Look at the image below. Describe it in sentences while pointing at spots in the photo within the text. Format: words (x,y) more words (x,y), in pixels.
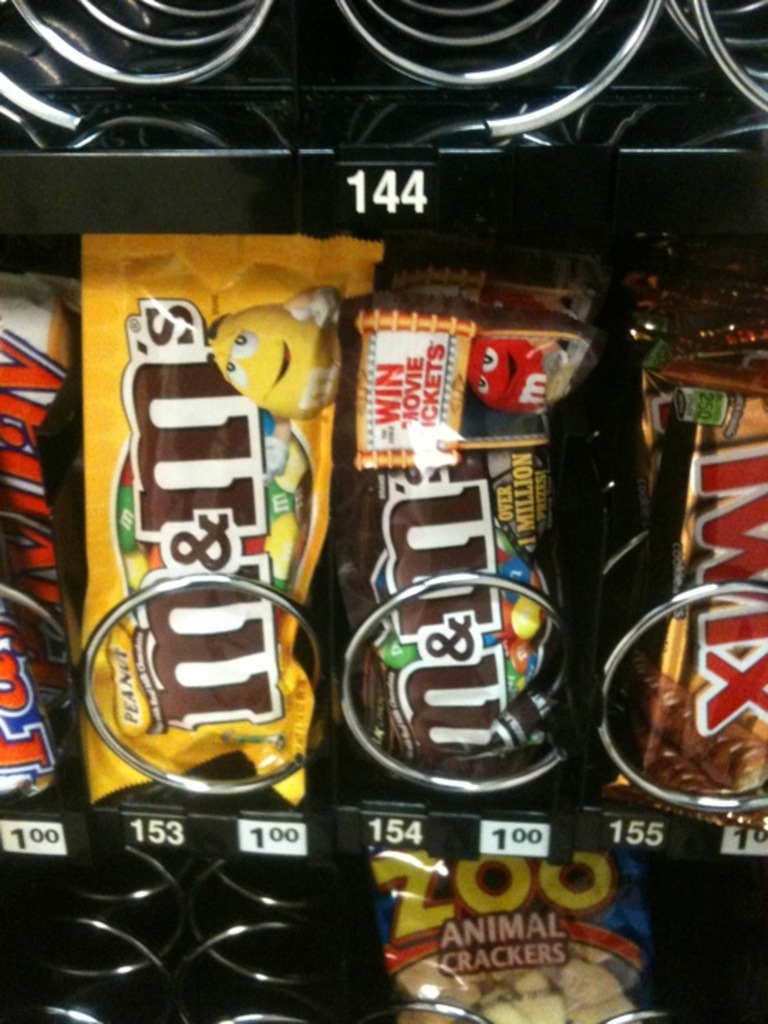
In the picture there are some chocolates (308,421) and cookies (501,1023) kept in the racks (561,524) of a vending machine (633,594).
